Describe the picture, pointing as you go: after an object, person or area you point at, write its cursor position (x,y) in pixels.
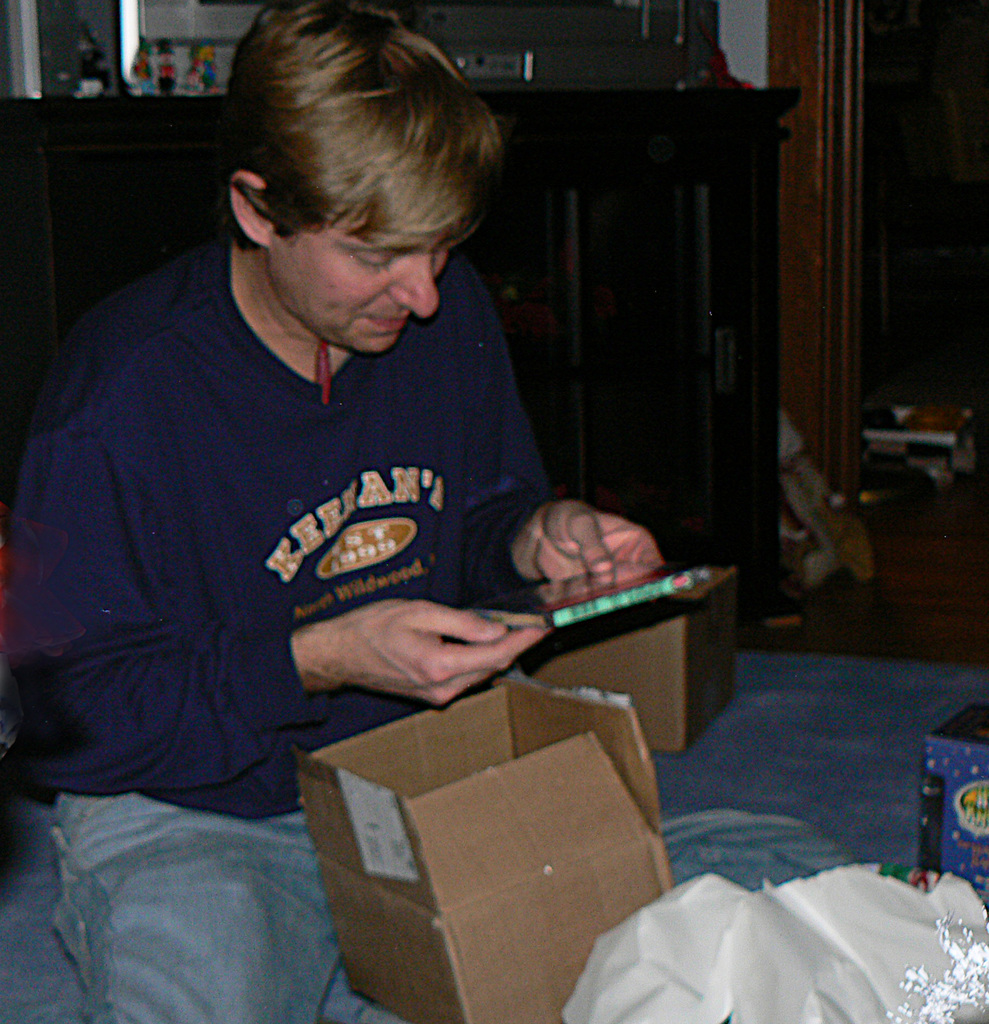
In the picture I can see a man (474,638) is holding an object (577,618) in hands (439,698). I can also see boxes (601,862) and some other objects (709,947) on the floor (769,660).
